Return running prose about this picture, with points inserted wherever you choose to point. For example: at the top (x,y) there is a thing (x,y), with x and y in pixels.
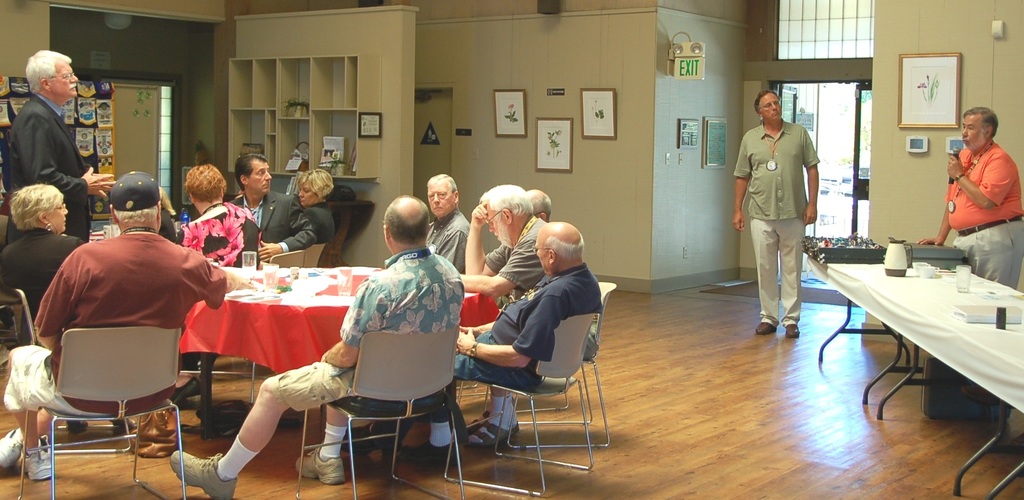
This is a picture taken in a room (469,240), there are a group of people (287,242) sitting on a chair (352,397) in front of the people (395,324) there is a table (281,320) which is covered with a cloth (274,325) on the table (260,333) there is a glass (276,271) and paper (299,287). Background of this people (141,320) is a wall (387,128) with shelf (315,101) and also a photo frames (555,135) on the wall (623,117) there is a exit sign board (685,70).
